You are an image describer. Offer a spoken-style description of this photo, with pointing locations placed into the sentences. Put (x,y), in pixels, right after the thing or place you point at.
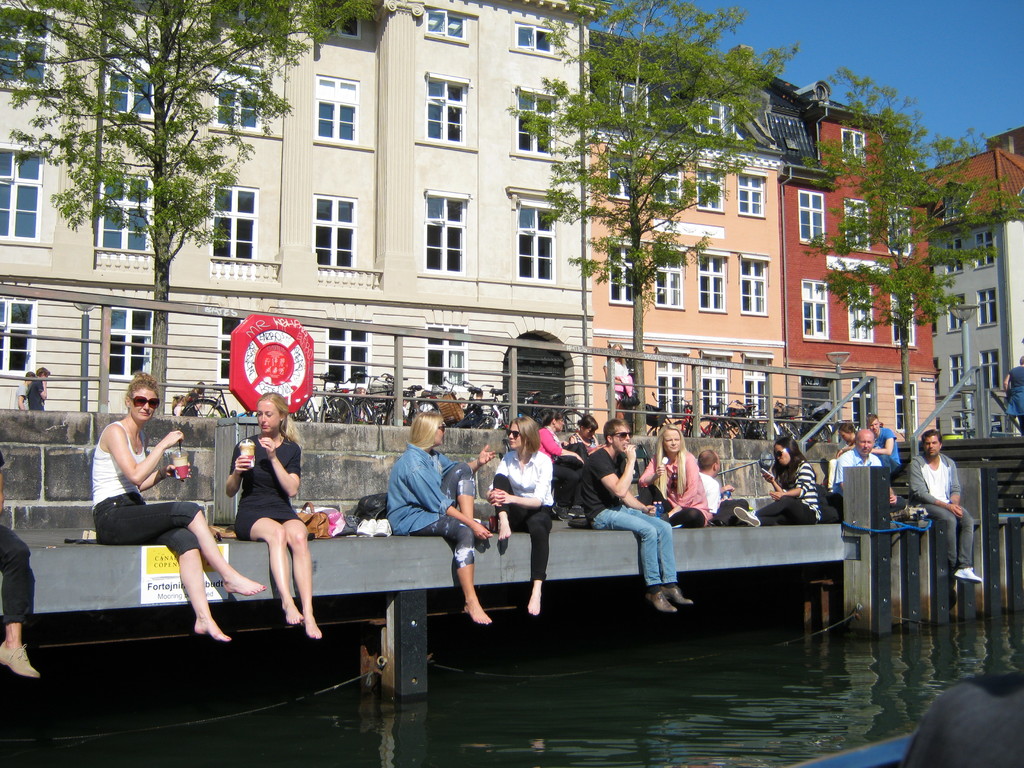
In this image I can see a bridge like thing (859,525) on which there are some people (505,495) seating and also I can see a fencing (439,398), buildings (515,262), trees (656,68), vehicles (459,408) to the other side of the fencing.
